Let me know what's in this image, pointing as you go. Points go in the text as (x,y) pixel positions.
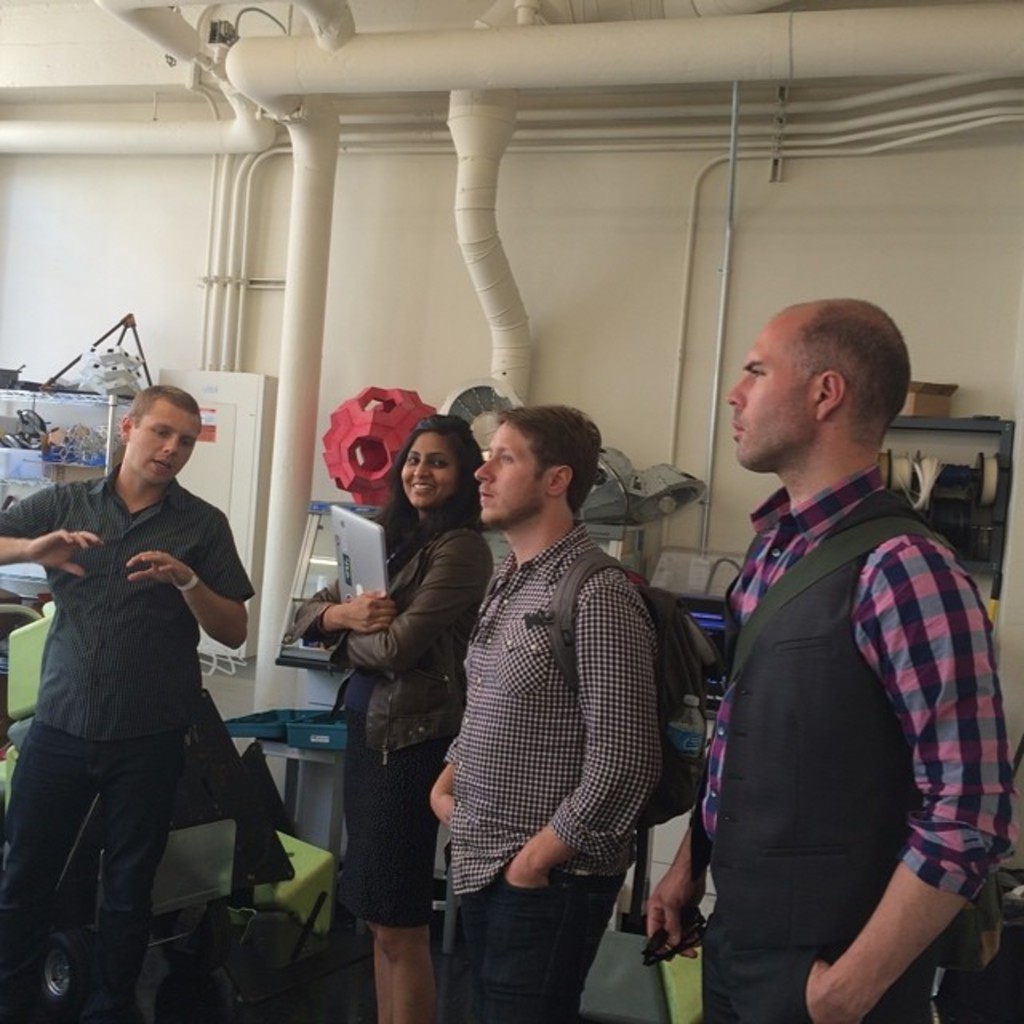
In this image there are some persons (373,717) standing as we can see in middle of this image (410,681). The person (393,683) standing in middle (366,654) is holding a laptop (370,576), and the person (573,713) right side to her is holding a backpack (561,668), and there is a wall (421,264) in the background (414,254). There are some objects (714,693) kept at middle of this image (657,576).
